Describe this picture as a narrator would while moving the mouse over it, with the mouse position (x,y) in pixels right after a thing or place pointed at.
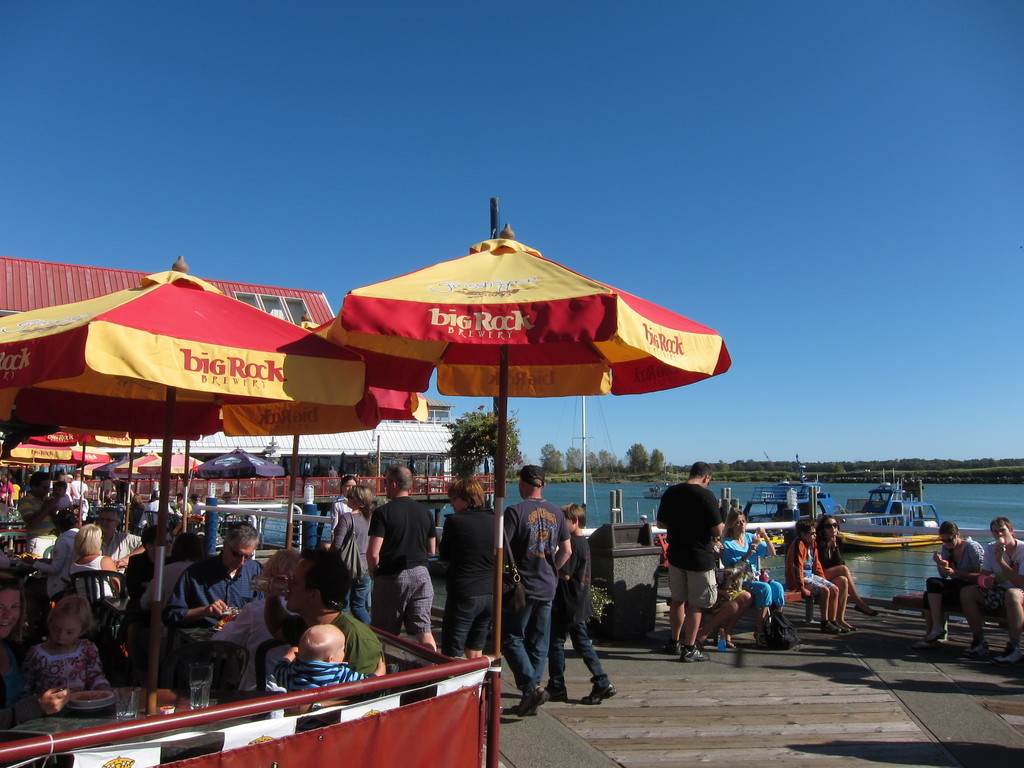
To the left side of the image (182,619) there are people (39,680) sitting on chairs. There are umbrellas (190,353). In the center of the image (581,507) there are people (392,555) walking. To the right side of the image (800,561) there are few people (741,544) sitting on benches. In the background of the image (631,461) there are trees (601,456), house (357,463), water (625,485). At the top of the image (616,133) there is sky (523,108). At the bottom of the image (758,730) there is floor (745,724).
